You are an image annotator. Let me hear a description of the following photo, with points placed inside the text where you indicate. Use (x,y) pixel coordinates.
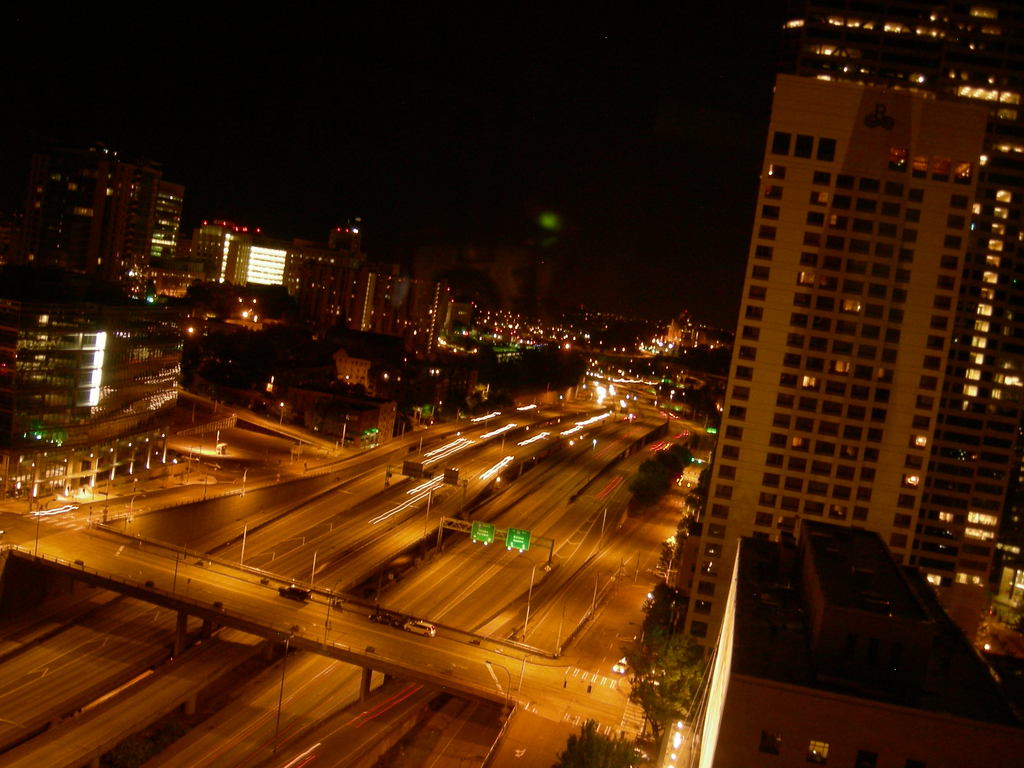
In this image we can see road (376,627) on which there are some vehicles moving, there is bridge (65,563) and in the background of the image (388,406) there are some buildings (140,360) and dark sky (354,145).
